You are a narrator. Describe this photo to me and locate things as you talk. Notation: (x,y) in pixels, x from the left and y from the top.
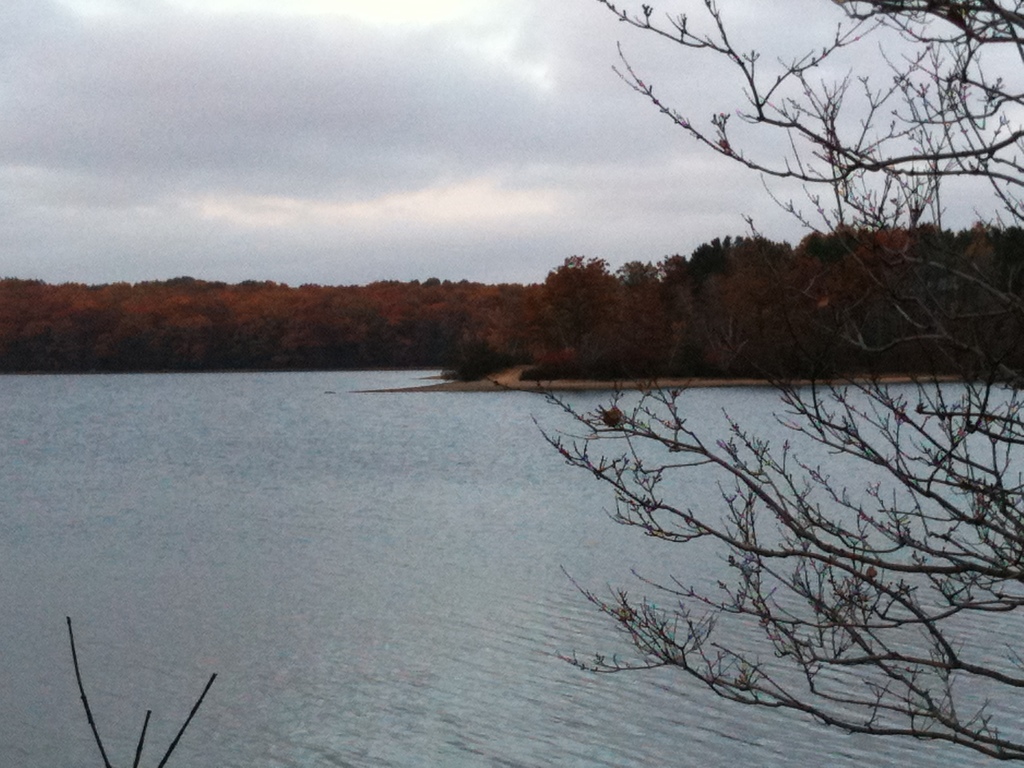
In this image at the bottom (595,569) there is a river (295,668) and in the foreground (585,662) there are trees (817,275), in the background (659,343) there are some trees (354,294) and at the top of the image (329,173) there is sky (545,131).
